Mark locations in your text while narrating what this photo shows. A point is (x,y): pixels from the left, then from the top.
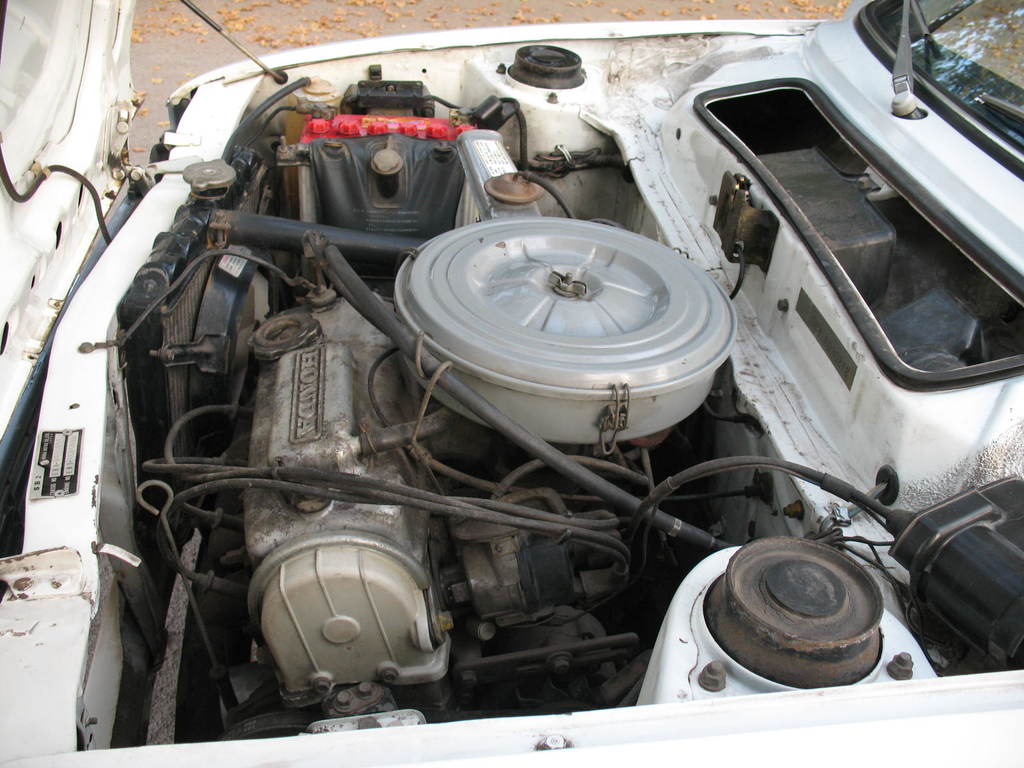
In the center of the image (406,314) we can see inside parts (433,337) of a car's bonnet (488,321).
